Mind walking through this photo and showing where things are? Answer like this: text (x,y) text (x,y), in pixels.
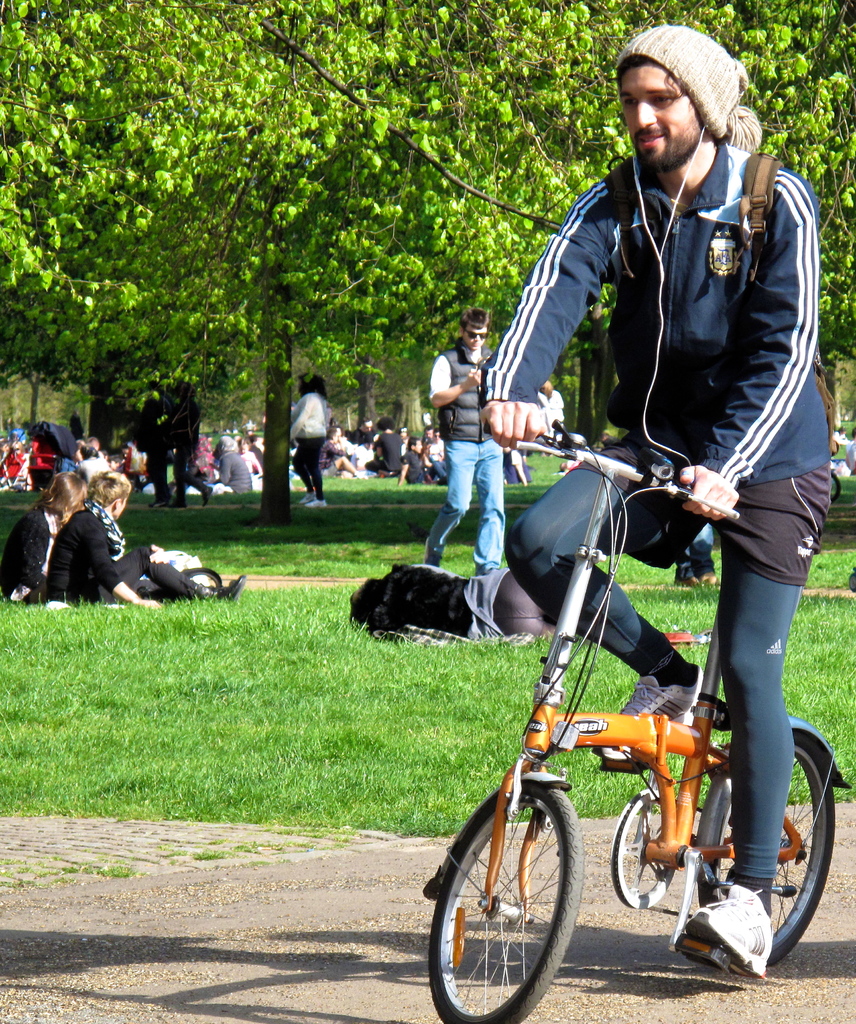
There are so many people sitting and sleeping under trees (854,94) on the grass (3,656) and few people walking behind that there is a man (594,257) riding bicycle (809,908) on the road (309,883).
